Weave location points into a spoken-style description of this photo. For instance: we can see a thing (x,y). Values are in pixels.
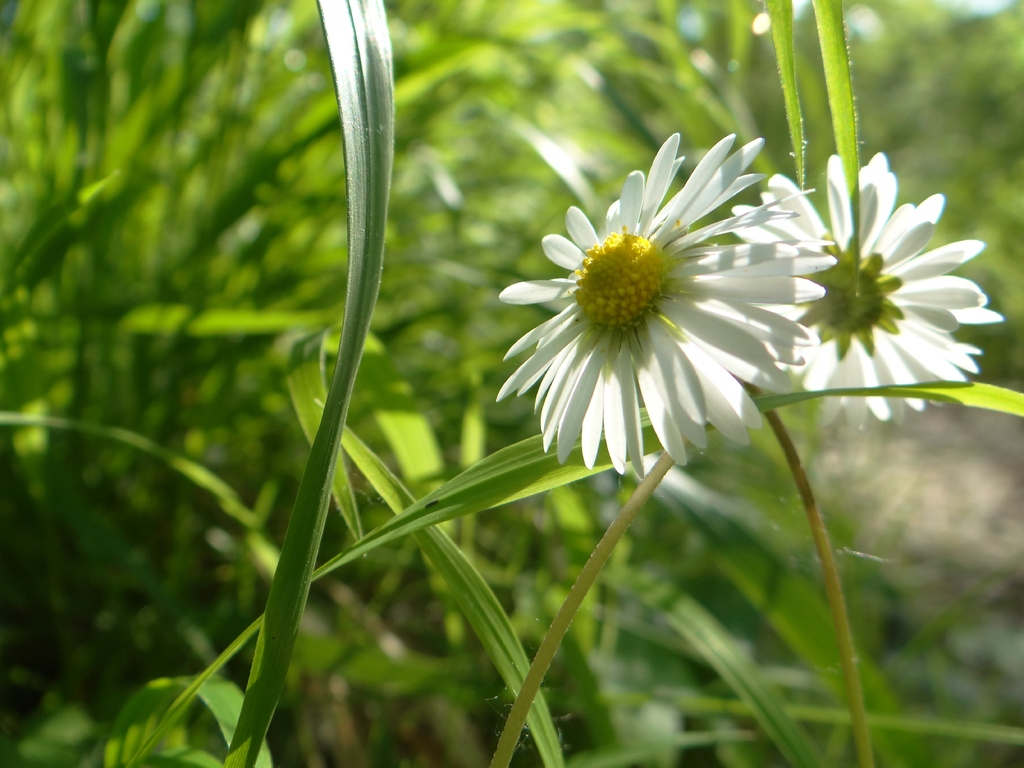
Here I can see few plants (509,469) along with the flowers (670,378) which are in white color. I can see the leaves (445,535) and stems (556,637) in green color.
